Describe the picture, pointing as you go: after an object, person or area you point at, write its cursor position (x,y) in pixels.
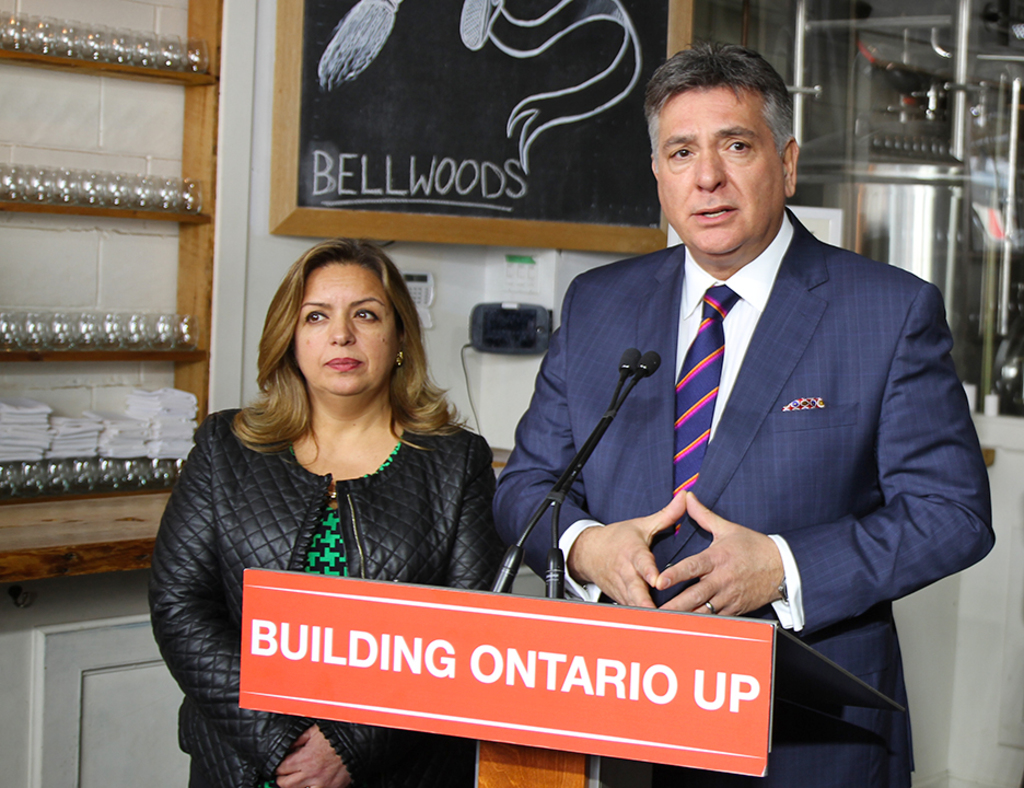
In this image there is a man (639,404) and a woman (327,447) standing. In front of them there is a podium (595,721). There is a board (491,675) with text (735,694) to the podium (719,691). There are microphones (538,518) on the podium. To the left (72,352) there are wooden shelves (124,67). There are glasses (77,327) and towels (87,429) in the shelves (207,281). Beside the shelves (187,155) there is a board (595,157). There is text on the board (356,83). Below the board (453,120) there is an electronic device (499,337). To the right (955,219) there is a glass wall (884,154) behind the man (543,546).
